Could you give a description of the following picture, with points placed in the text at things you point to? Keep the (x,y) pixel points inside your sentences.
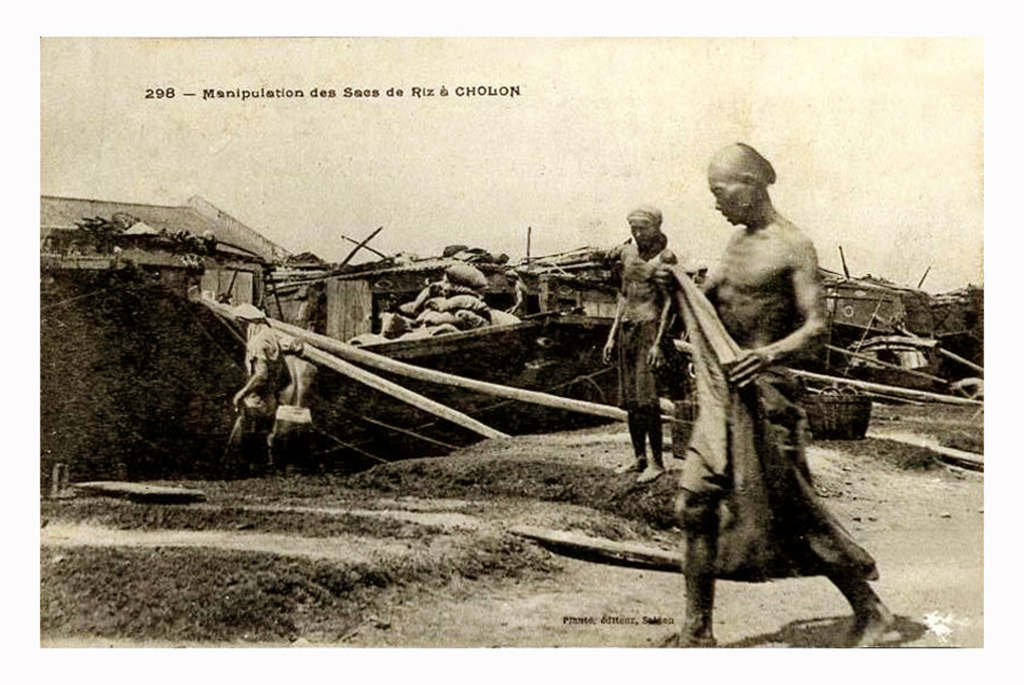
Here a person (639,343) is standing another is walking, this is house (147,206) and mud (363,565).
